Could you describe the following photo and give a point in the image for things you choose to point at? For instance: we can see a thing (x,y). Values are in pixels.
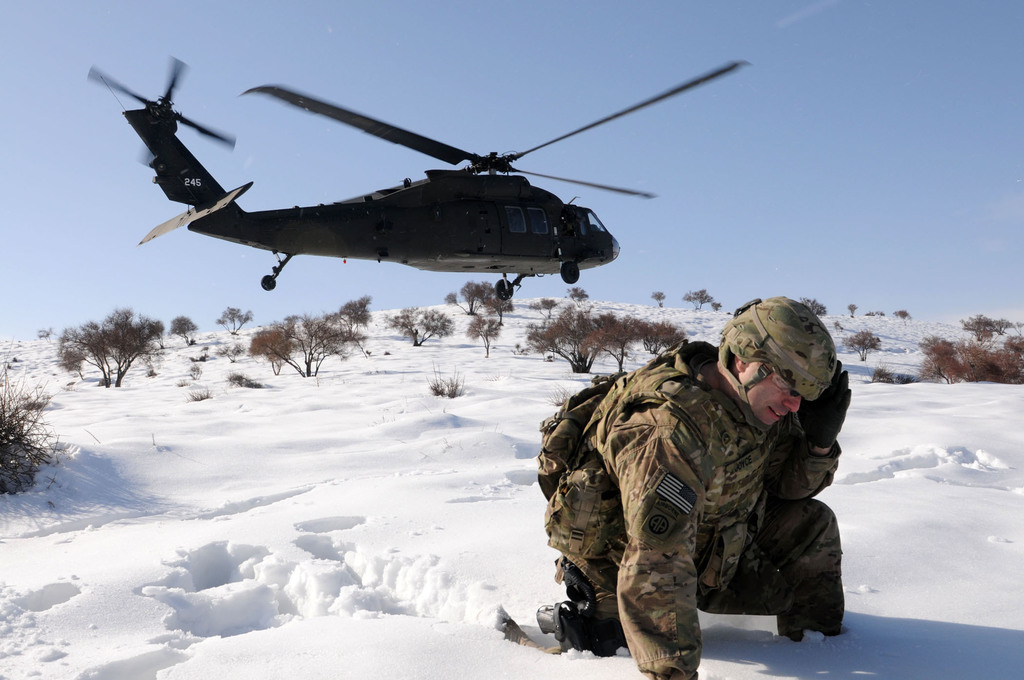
In this picture we can see a person (726,482) on snow (418,521), trees (988,356), helicopter (207,176) in the air (49,322) and in the background (489,110) we can see the sky (112,157).
